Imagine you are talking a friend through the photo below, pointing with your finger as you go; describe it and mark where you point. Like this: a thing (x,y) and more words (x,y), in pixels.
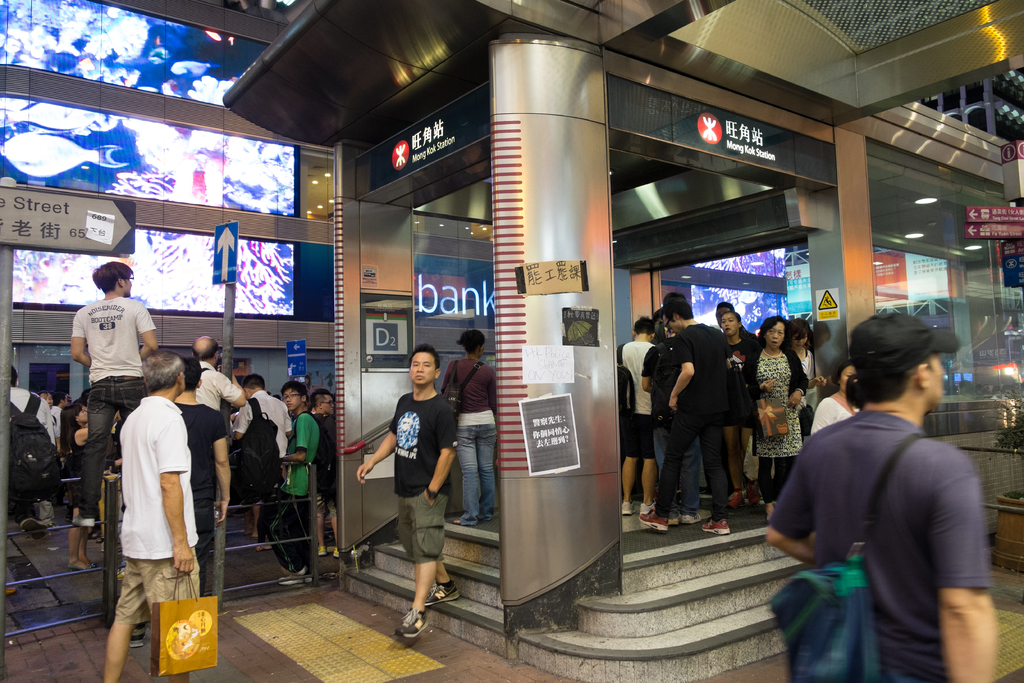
In this image there are group of people (838,521), and in the center (540,394) there are some buildings (326,308) and also i can see some poles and some boards (1004,208). On the boards (1011,226) there is text (526,275), at the bottom (466,578) there is a staircase (405,599) and walkway (307,663) and on the left side (16,576) there is a railing (316,529).
